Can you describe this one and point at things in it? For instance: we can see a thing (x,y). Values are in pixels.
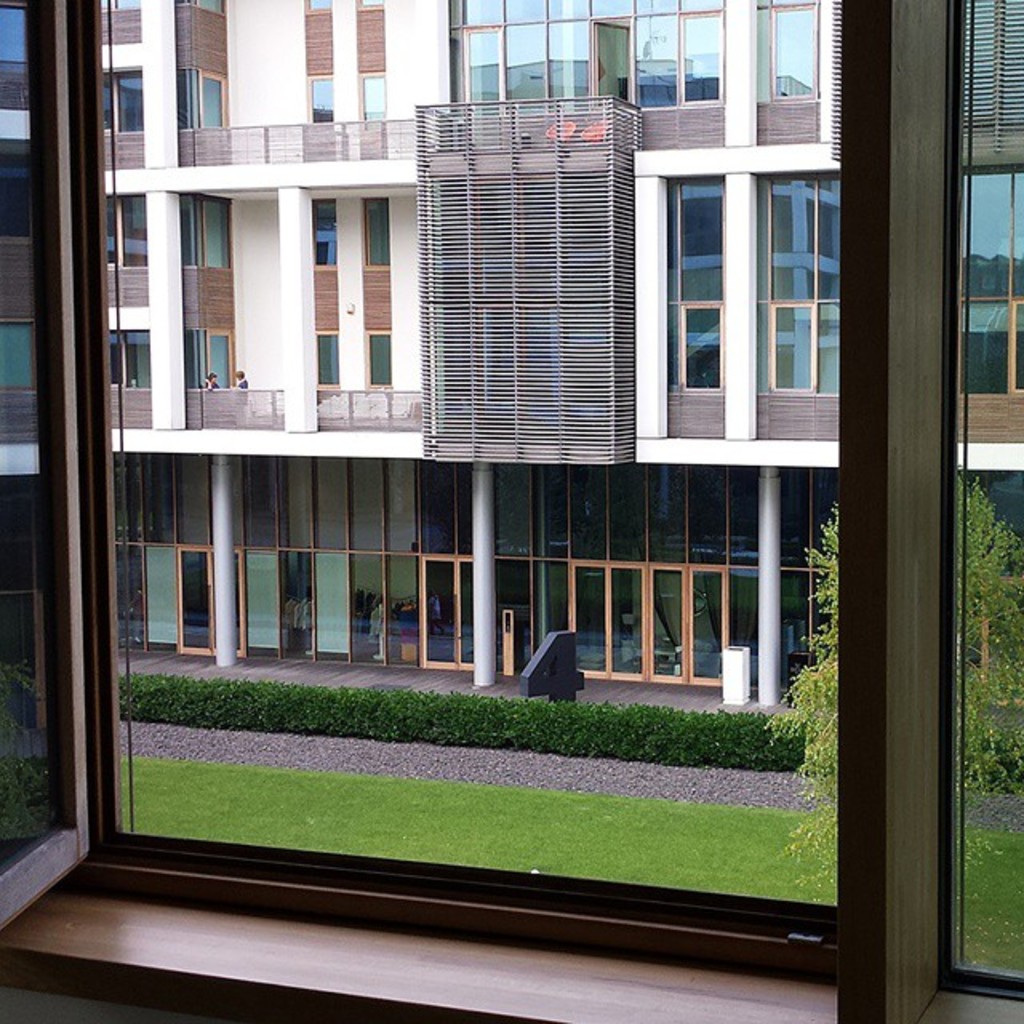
Here in this picture we can see a building (467,256) present and we can also see windows (713,341) on it and in the front of it we can see bushes (202,688), grass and plants (966,712) present on the ground (783,832) over there and this is all seen through a window (852,473) in the front (386,1014) over there.
